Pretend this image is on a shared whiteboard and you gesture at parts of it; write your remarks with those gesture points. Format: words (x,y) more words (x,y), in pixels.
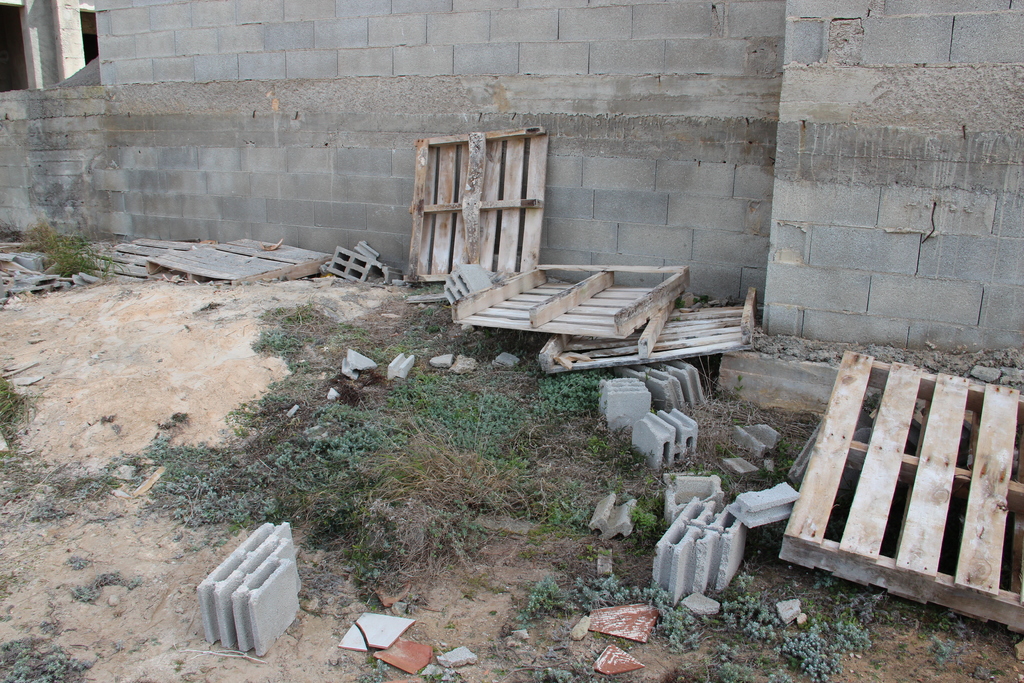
In this image we can see wall (363,89) with concrete bricks (237,65), wooden planks (472,224) and concrete tiles (687,577) on the ground (226,479).
